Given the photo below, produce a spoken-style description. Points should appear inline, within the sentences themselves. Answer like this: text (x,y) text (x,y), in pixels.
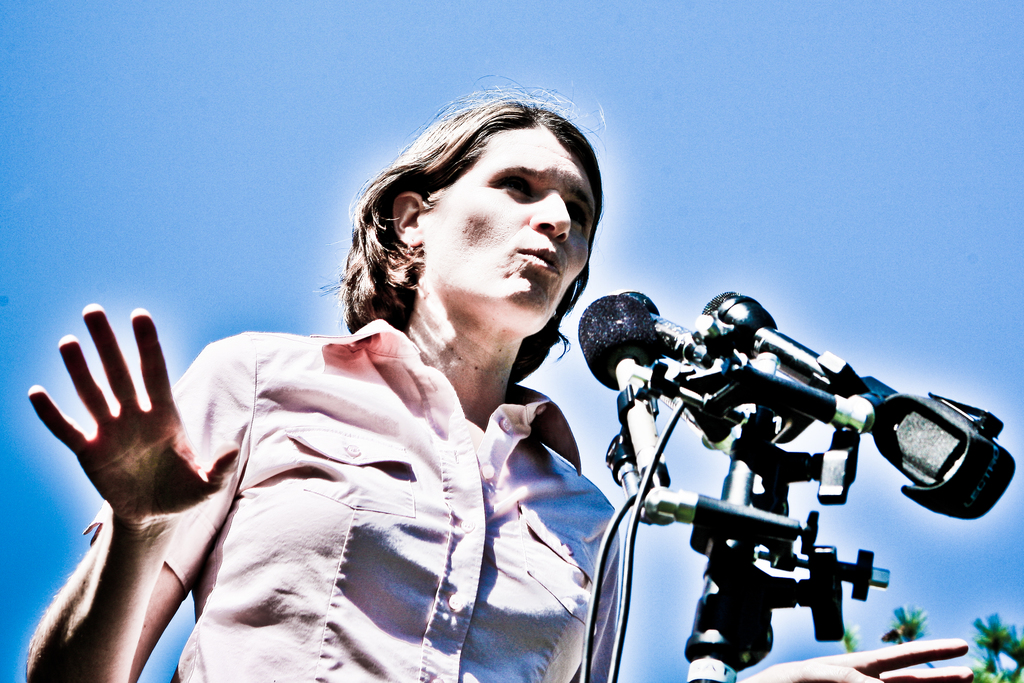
In this image I can see the person (472,230) standing in-front of the mic (589,330). The mic (654,348) is in black color and the person (460,398) wearing the shirt (352,448). To the right (1001,673) I can see few trees (987,670). In the back (353,103) I can see the blue sky (342,93).
